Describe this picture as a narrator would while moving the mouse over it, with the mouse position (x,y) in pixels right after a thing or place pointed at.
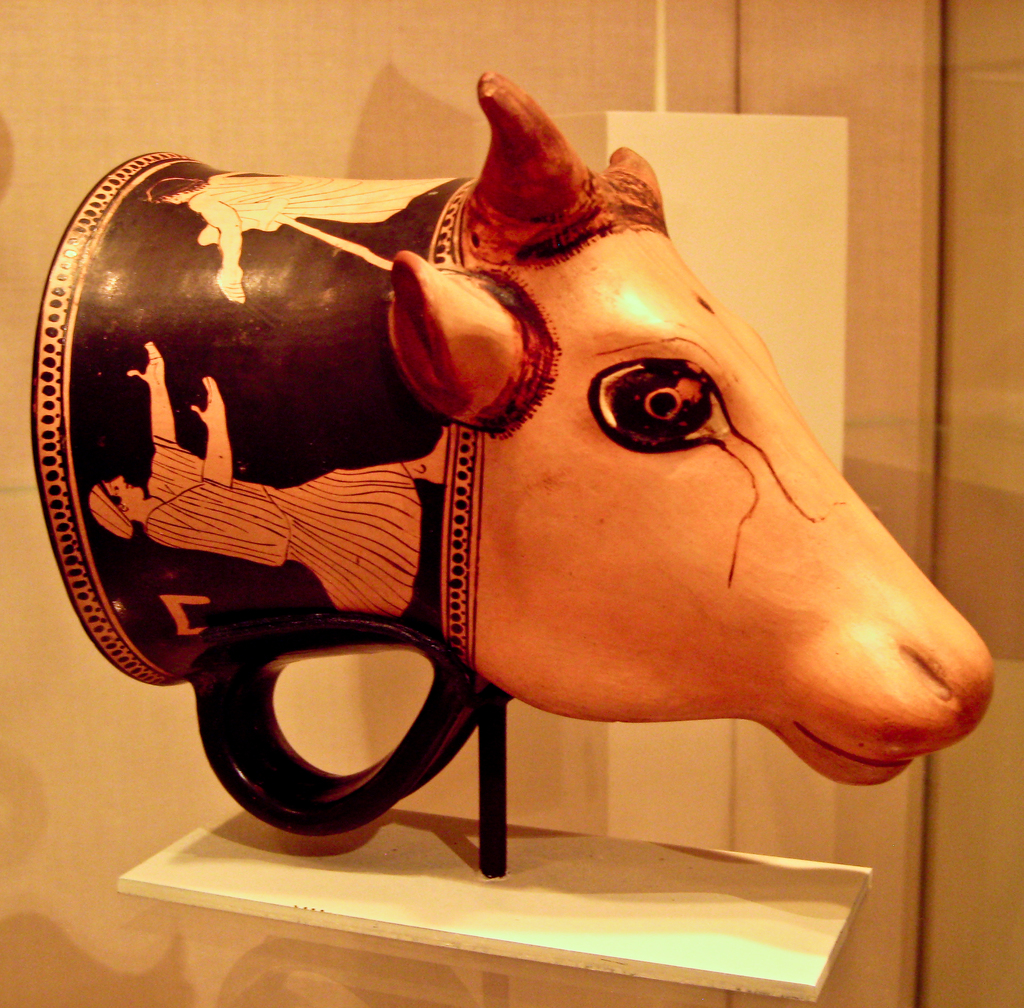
In this picture I can observe a ceramic bull head vessel (501,642) placed in the museum. In the background (267,101) there is a wall (141,106).
